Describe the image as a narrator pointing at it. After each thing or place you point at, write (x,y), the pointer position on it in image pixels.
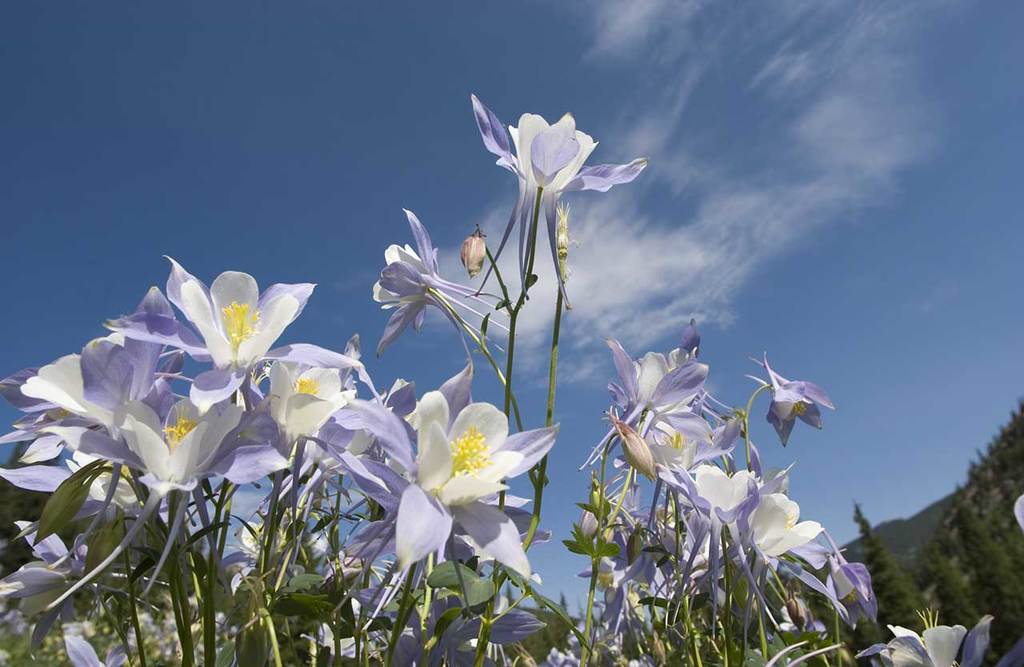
In this image we can see flowers (470,431) and plants (74,508). In the background of the image (565,521) there are trees (977,551), sky (851,375).
